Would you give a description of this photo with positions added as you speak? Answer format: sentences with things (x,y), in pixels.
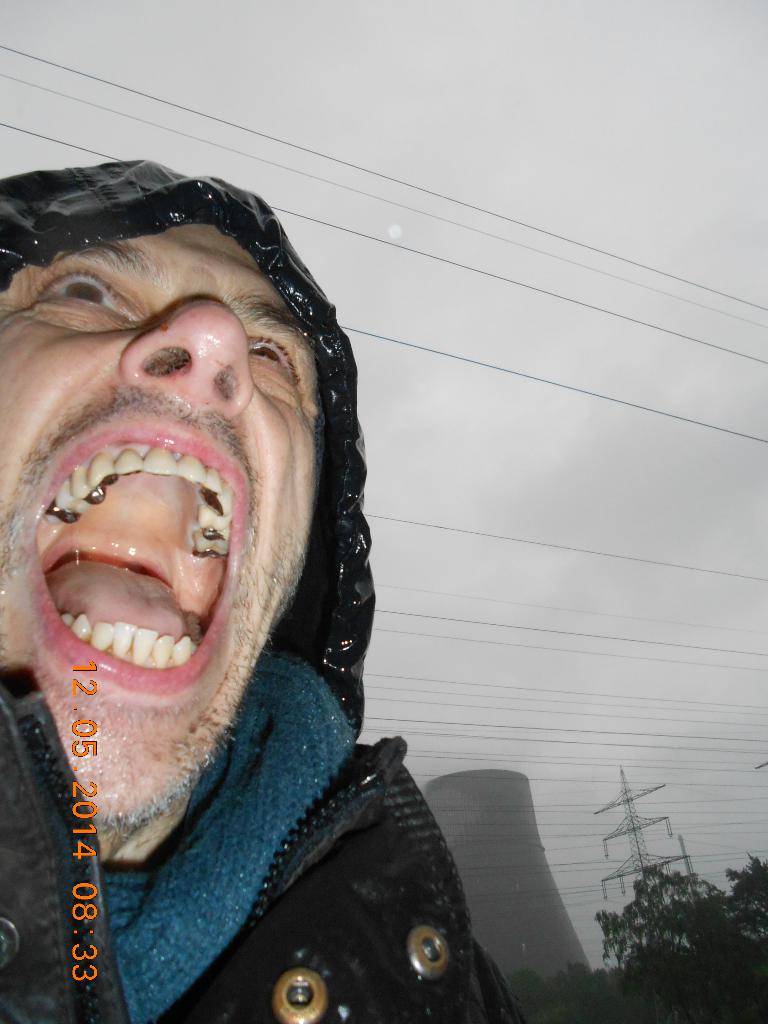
There is a man (195,761) on the left side of this image (60,861). We can see trees (665,899) and towers (515,810) in the bottom right corner of this image (666,945) and the sky (648,472) is in the background (445,390).
